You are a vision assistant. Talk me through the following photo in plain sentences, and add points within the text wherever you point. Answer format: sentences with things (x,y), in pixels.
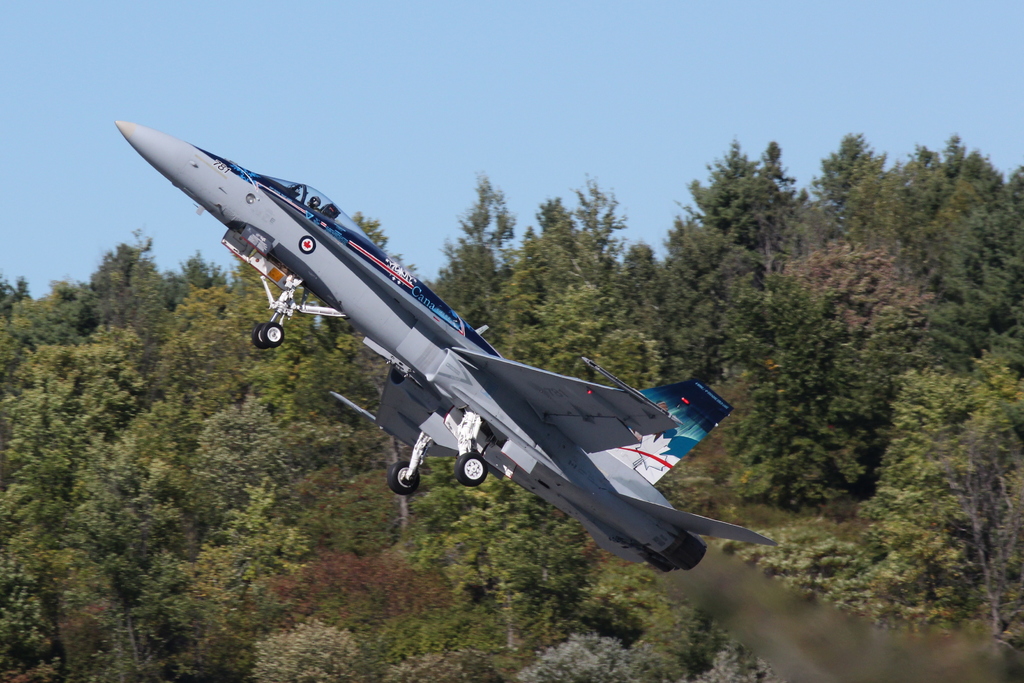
In this image there is the sky (691,64) truncated towards the top of the image (749,112), there are trees (818,283) truncated, there is an aircraft (402,338) flying in the air (605,62).
